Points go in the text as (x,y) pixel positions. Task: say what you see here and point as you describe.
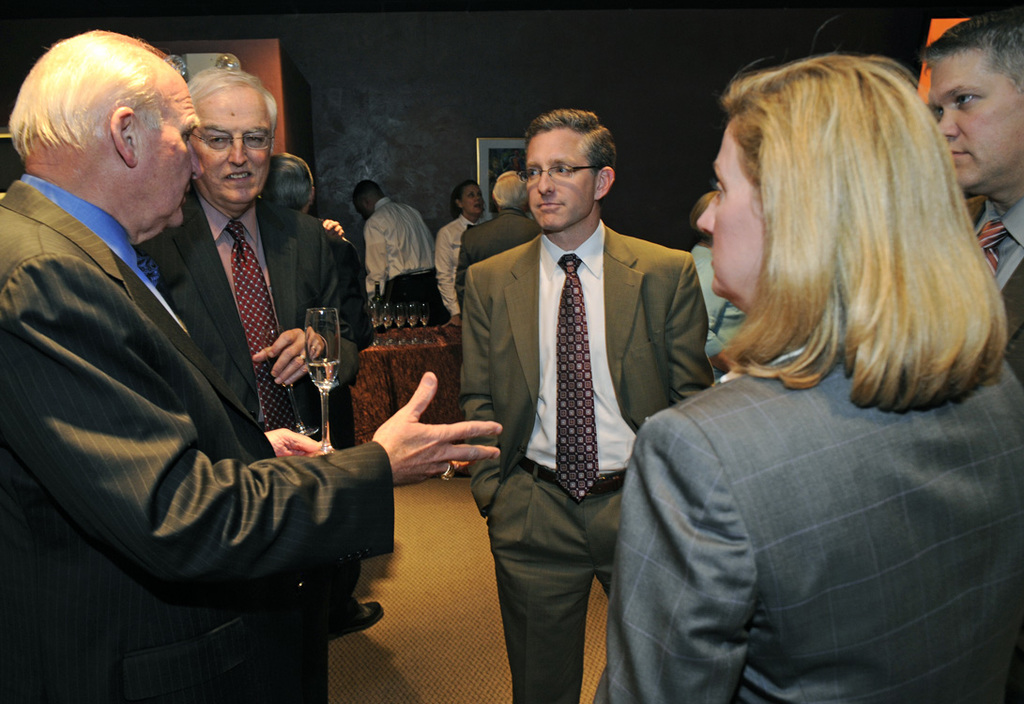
In this image we can see a few people (272,408), two of them are holding glasses (324,450), there are glasses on the table (427,352), there is a photo frame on the wall (629,43), also we can see a closet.
